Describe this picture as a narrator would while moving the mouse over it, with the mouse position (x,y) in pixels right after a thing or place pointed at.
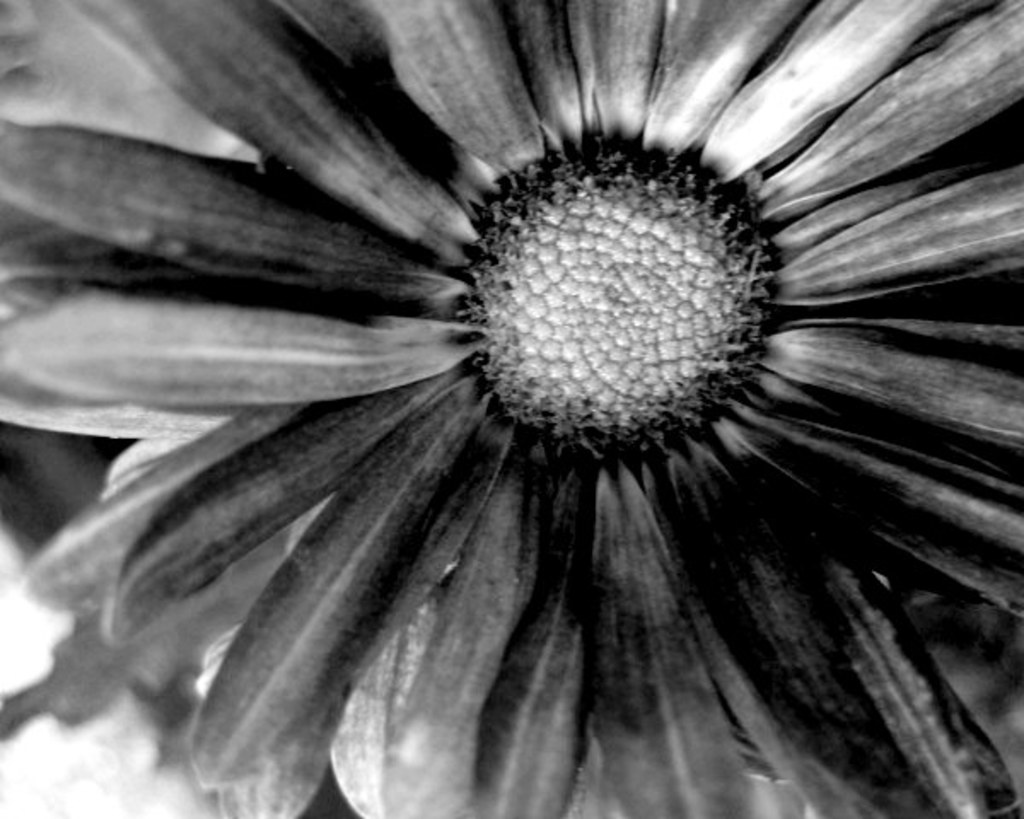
In this black and white image, we can see a flower (759,184).
